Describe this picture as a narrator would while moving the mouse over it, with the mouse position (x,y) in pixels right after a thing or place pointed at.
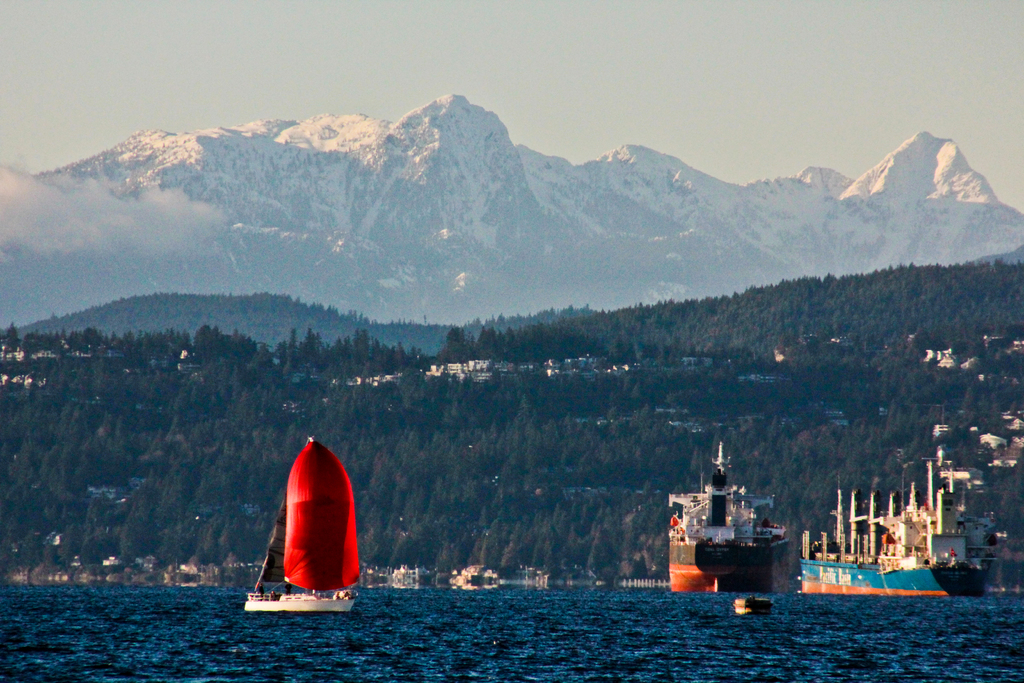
In this image we can see some ships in a large water body (666,625). We can also see some buildings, a group of trees (622,456), the ice hills (114,272) and the sky (850,149) which looks cloudy.
